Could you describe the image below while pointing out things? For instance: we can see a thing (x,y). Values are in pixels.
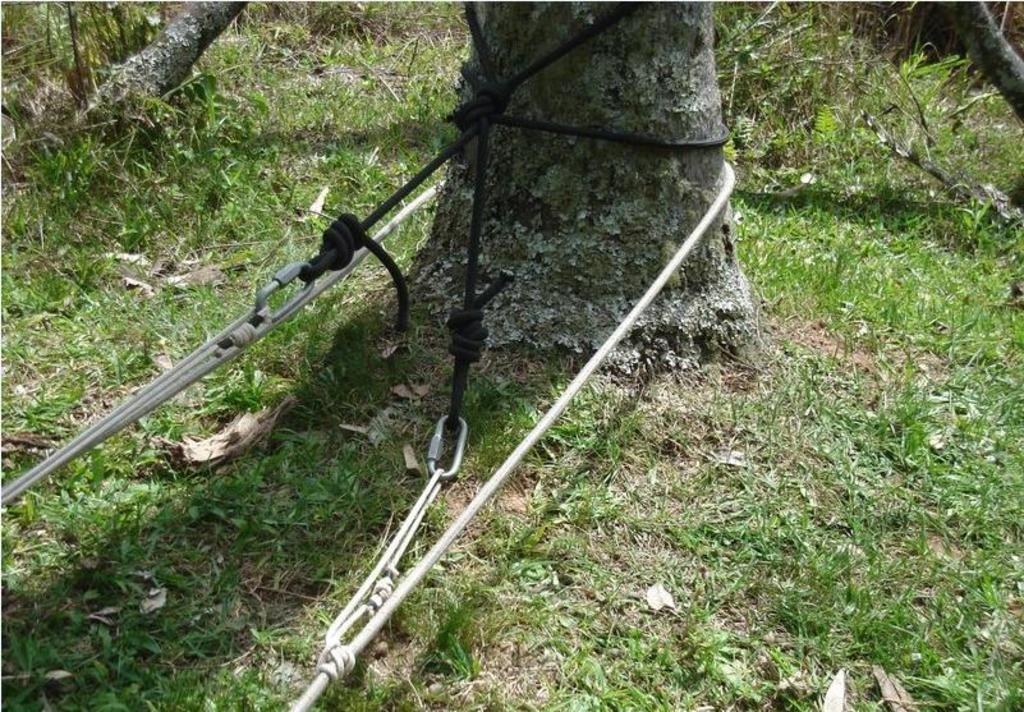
In this image we can see ropes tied to the tree (564,3) and we can see sticks (49,447), plants (766,40) and grass (152,483) on the ground (402,647).
